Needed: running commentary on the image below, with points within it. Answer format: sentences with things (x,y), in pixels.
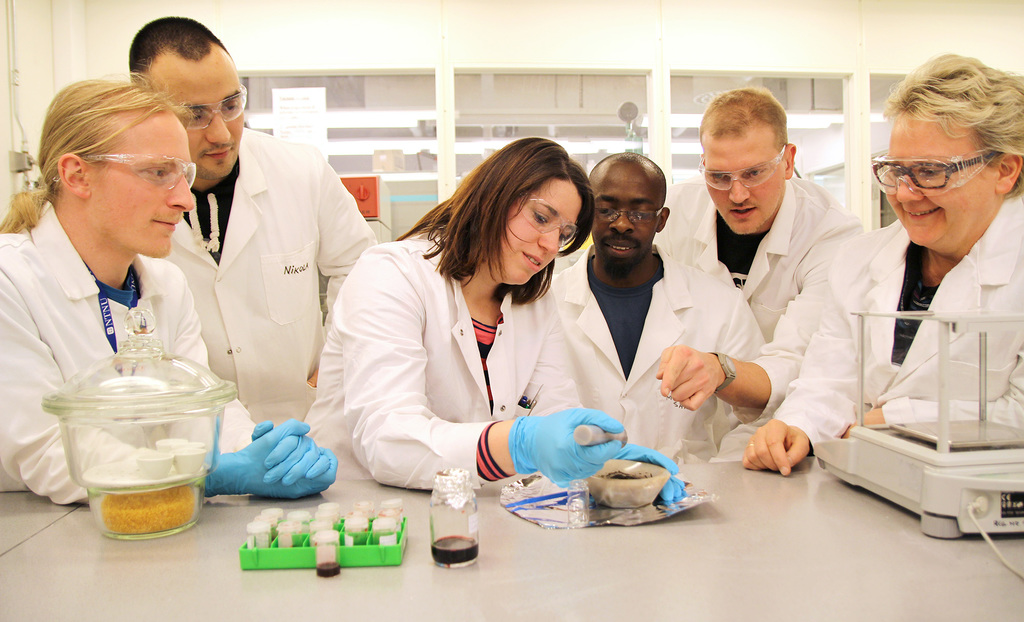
In this picture we can see few people (611,297), in the middle of the image (487,274) we can see a woman (440,307), she is holding a bowl (647,472) and an object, in front of them we can see a weighing machine (868,373), bottle (463,514) and other things (108,443) on the table (365,574), in the background (436,113) we can find few lights (368,117) and a poster (317,121) on the glass (376,152).
